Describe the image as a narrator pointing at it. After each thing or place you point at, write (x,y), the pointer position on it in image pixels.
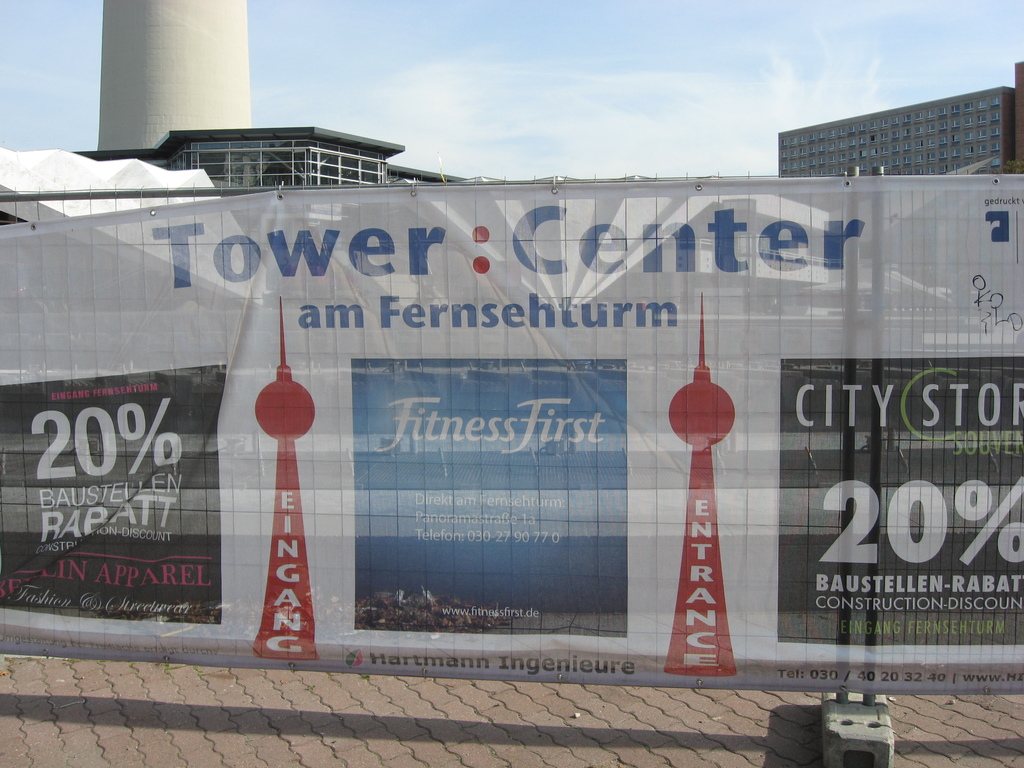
In this image we can see a banner (139,486) on which we can see some text (158,454) is printed. In the background (321,17), we can see the buildings (976,143), the tower (128,148) and the sky (626,85).
